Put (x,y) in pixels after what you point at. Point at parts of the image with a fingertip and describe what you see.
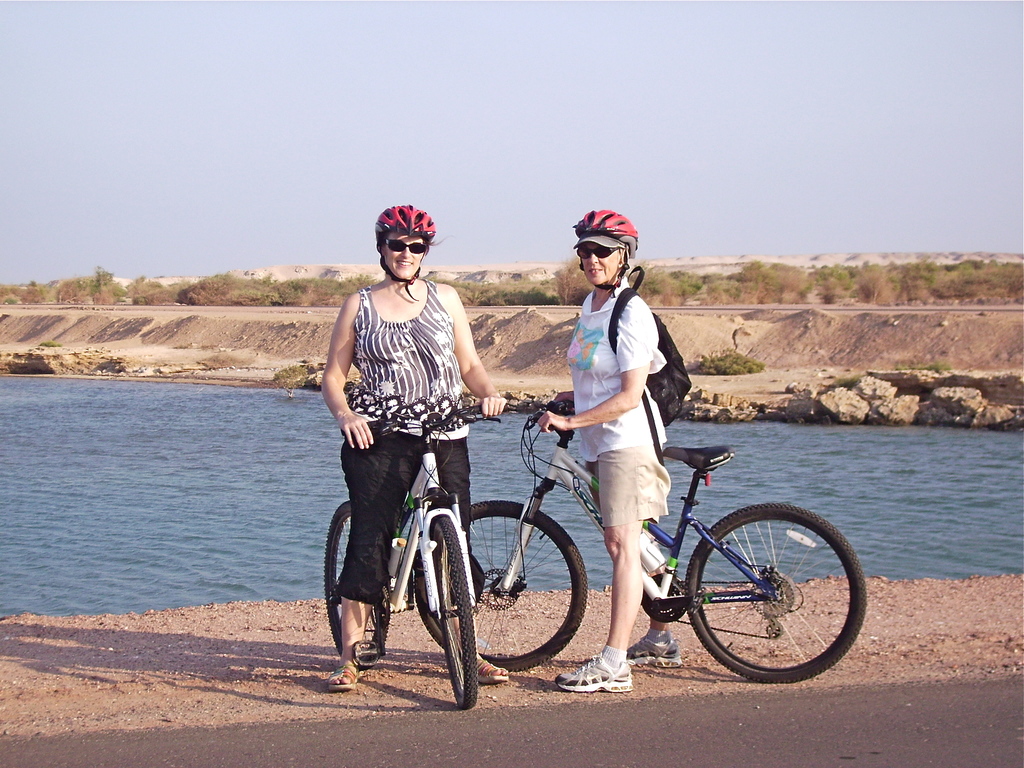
In this picture we can see there are two people (498,681) are standing with their bicycles (481,599) on the path (515,693) and behind the people (400,459) there is water (294,426), sand (512,335), trees (525,301) and sky (469,105).
